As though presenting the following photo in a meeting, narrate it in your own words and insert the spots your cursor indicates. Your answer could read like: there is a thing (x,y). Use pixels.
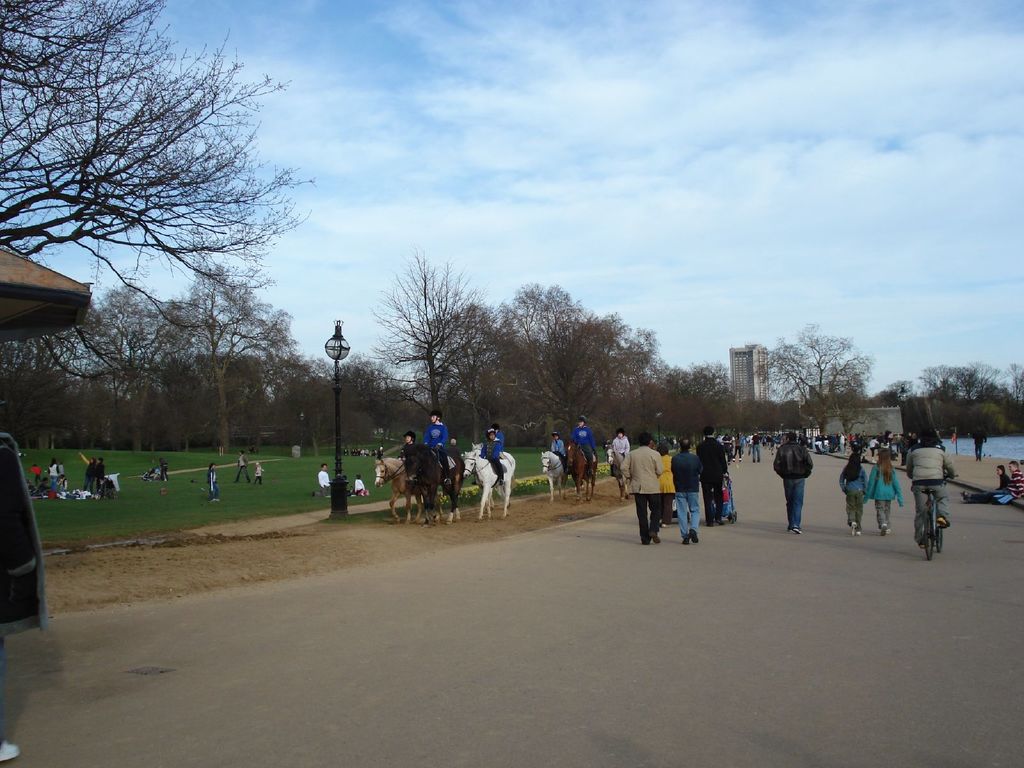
In this image there is a green grass (70,478), people (32,517), trees (325,389) in the left corner (81,483). There is water (960,445) and trees (993,430) in the right corner (915,382). There are people (979,498), horses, a pole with light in the foreground (802,454). There are trees (843,377), building (747,377) and people (838,435) in the background (785,352). There is road (902,493) at the bottom (761,560). And there is sky (273,14) at the top (254,19).
